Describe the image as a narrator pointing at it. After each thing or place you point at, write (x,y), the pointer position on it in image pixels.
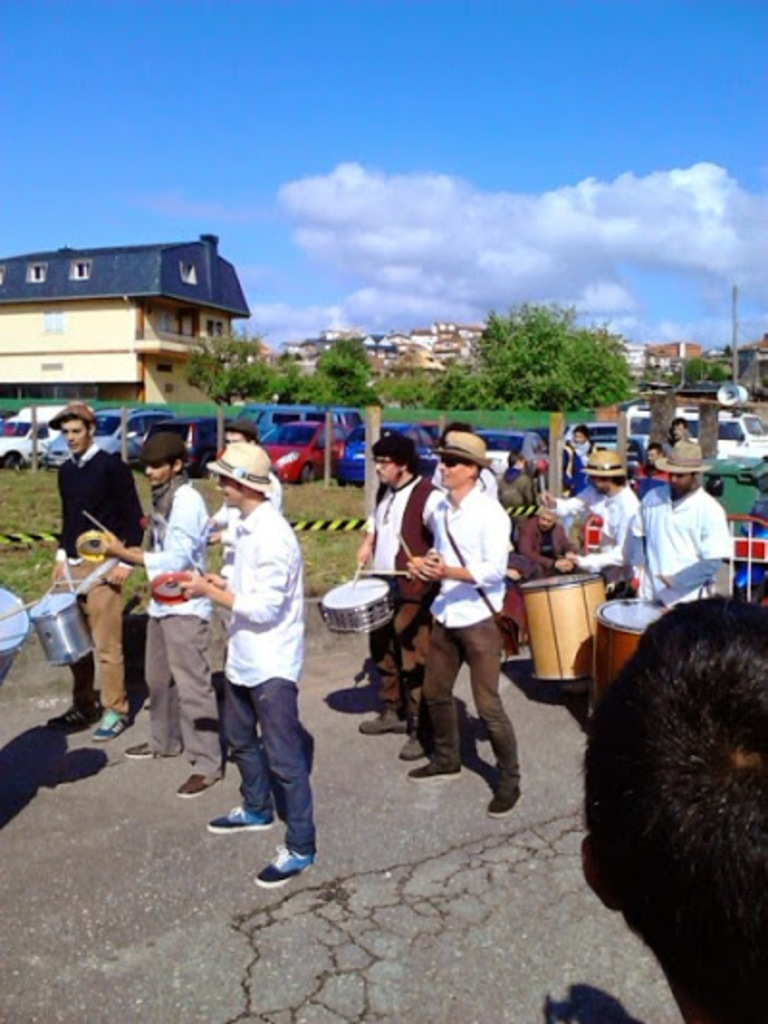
In this image I see people (583,448), in which most of them are holding instruments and few of them are over here. In the background (675,415) I see the cars (734,452), buildings (46,372), trees (550,377) and the sky (478,32).
